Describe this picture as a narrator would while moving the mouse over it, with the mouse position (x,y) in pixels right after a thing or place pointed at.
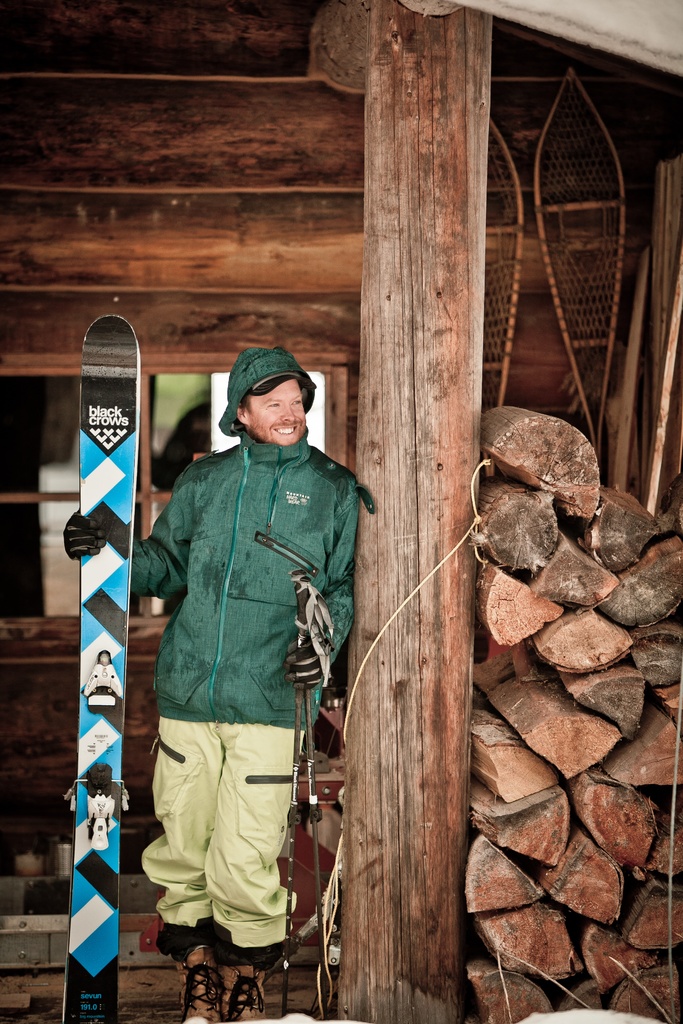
In this picture I can see there is a man (251,690) standing here and he is holding skis (89,641) and ski sticks (290,845) in his hands (81,538) and there are tree trunks (607,812) here on the right side (583,733).
